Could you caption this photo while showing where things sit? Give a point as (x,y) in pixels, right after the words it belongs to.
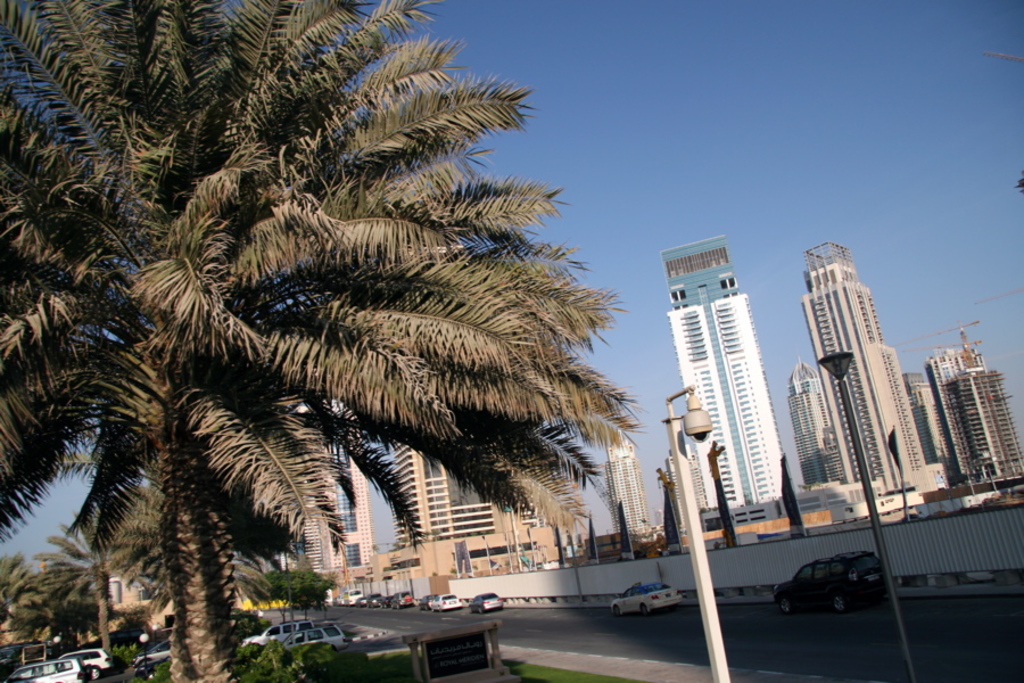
In this image at the center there is a road (629,631) and cars (779,595) were parked on the road (564,619). Beside the road (873,610) there are street lights (695,548). At the right side of the image (699,346) there are buildings (817,392). At the left side of the image (187,552) there are trees (186,192). At the background (577,216) there is sky (784,103).
